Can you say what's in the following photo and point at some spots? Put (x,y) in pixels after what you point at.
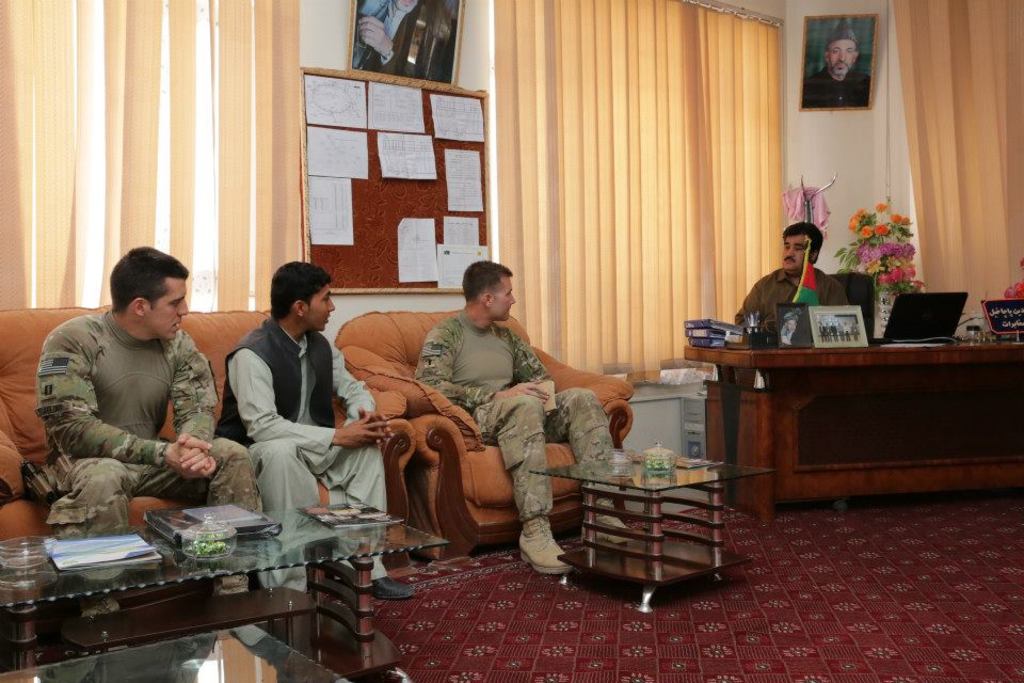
This picture shows four people (571,402) seated on the chairs (11,472) we see a laptop (888,337), a flag (804,291) and a photo frame (788,324) on the table (763,416) and we see blinds (706,292).
